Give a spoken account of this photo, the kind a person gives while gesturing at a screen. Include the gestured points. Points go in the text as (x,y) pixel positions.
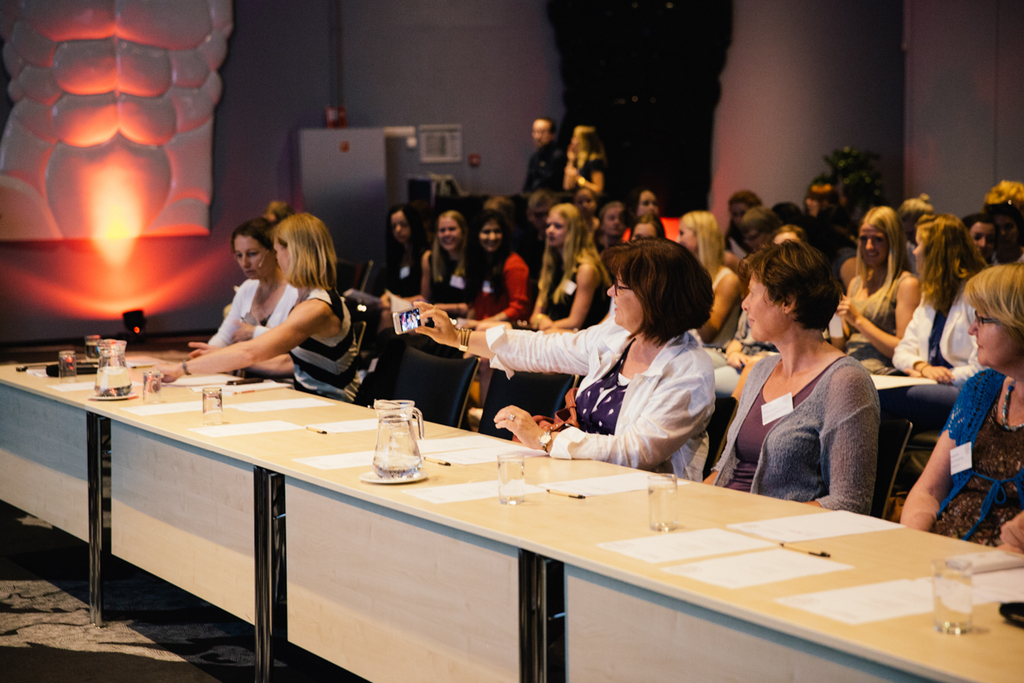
In this image we can see many people (570,266) are sitting on the chairs (717,416) near the table (792,504). We can see a jar (386,427), glass (511,468), papers (604,484) and pen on the table (575,520).
